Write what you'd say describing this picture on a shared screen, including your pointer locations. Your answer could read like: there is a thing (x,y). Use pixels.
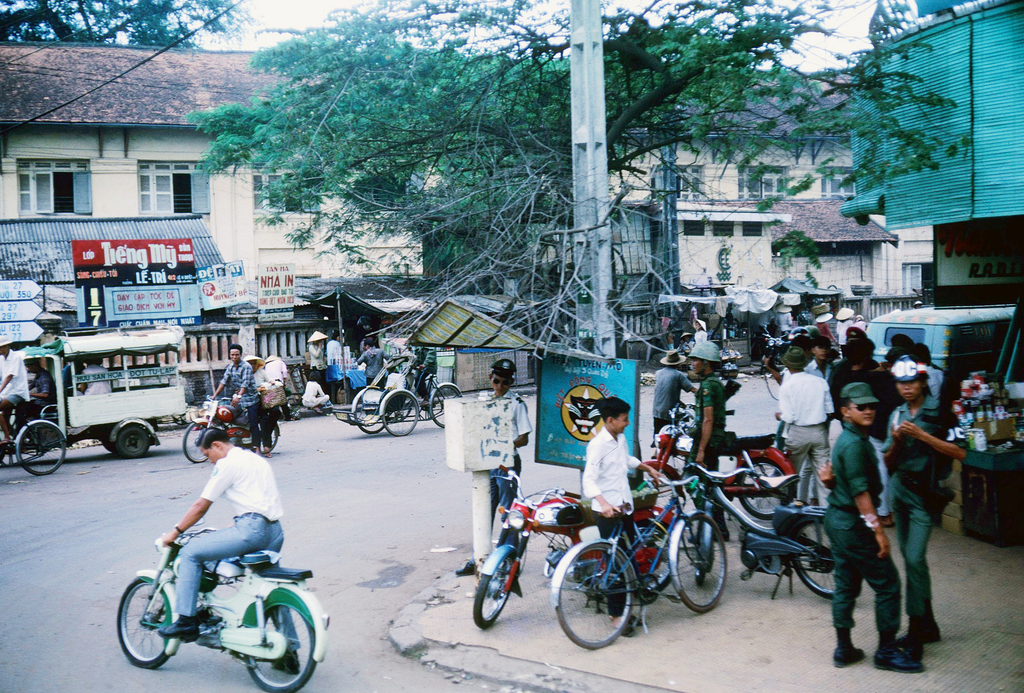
Here we can see some persons (854,425) are standing on the road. There are bikes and bicycles (604,587). Here we can see a man (261,521) riding a bike (241,608). There is a vehicle (102,398). This is pole (586,43) and there is a board (598,398). This is building (109,192) and there are windows (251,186). There are trees (358,22) and this is sky (305,16).
